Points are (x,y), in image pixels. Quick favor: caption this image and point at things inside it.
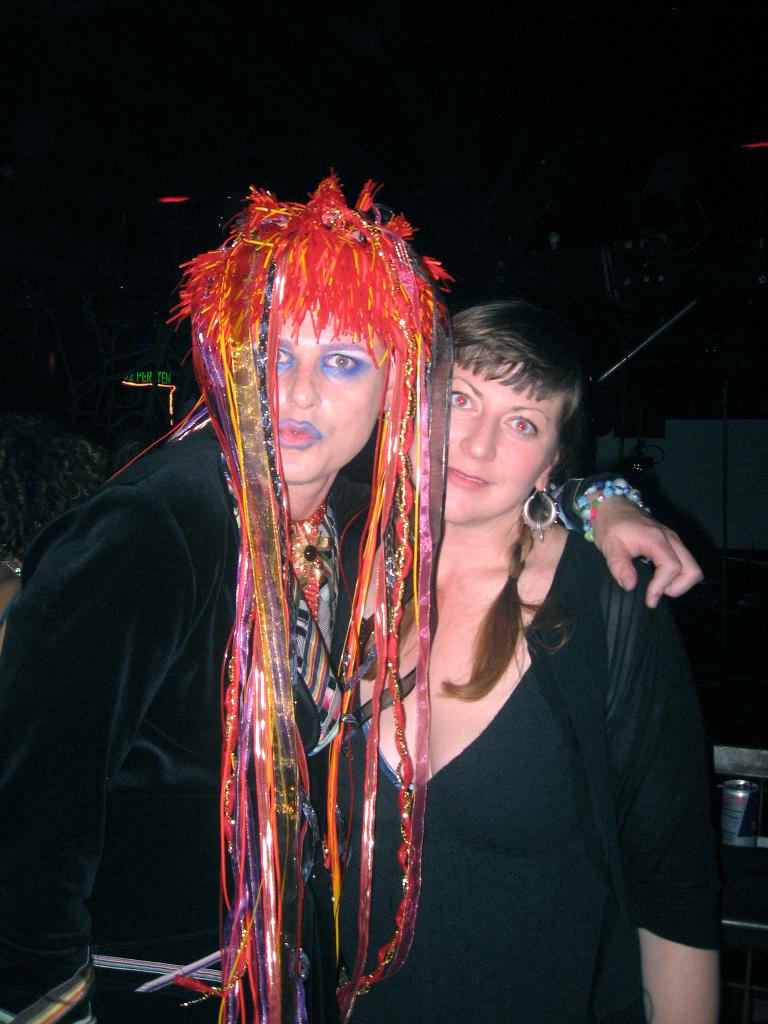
In this image we can see two people (395,632) standing, one tin (749,785), one wall (708,442), one person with red decorated hair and some objects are on the surface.
